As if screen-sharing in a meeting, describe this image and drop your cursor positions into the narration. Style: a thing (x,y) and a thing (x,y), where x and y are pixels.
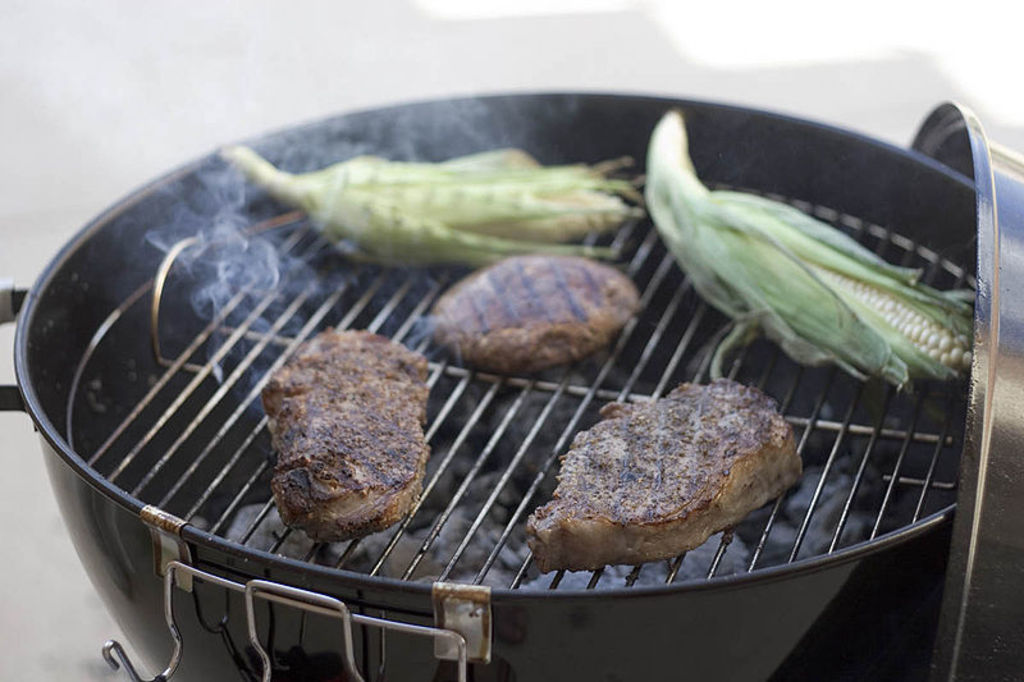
This image consists of a grill (441,460) in which we can see corn (752,314) and flesh (618,492) being cooked. And there is a smoke (261,321). In the background (978,10), there is a wall (420,56).
